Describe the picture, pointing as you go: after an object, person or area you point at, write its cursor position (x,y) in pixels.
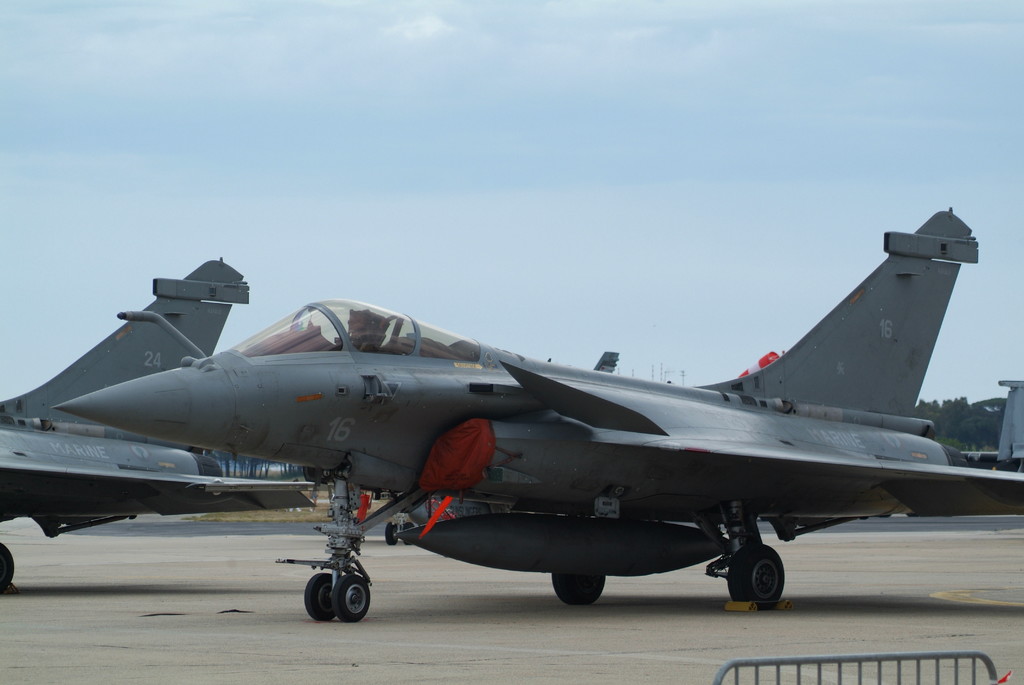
In this image there are aeroplanes (416,410) on the road (191,616). At the background (949,430) there are trees (967,413) and sky (518,204).
